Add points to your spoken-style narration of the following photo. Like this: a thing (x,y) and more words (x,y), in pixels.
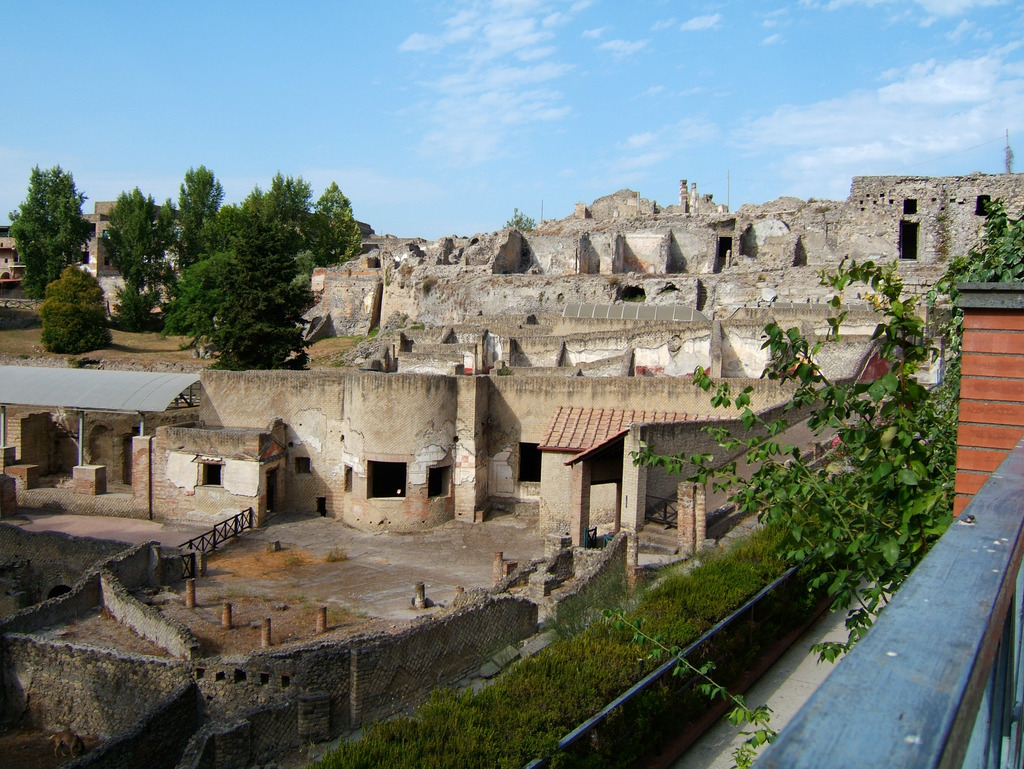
In this image we can see a monument (645,357). We can also see a house (582,473) with a roof (610,430), trees (214,320), a building (99,262), grass (594,703), fence (660,669), plants (842,499), a tower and the sky (645,87) which looks cloudy.
